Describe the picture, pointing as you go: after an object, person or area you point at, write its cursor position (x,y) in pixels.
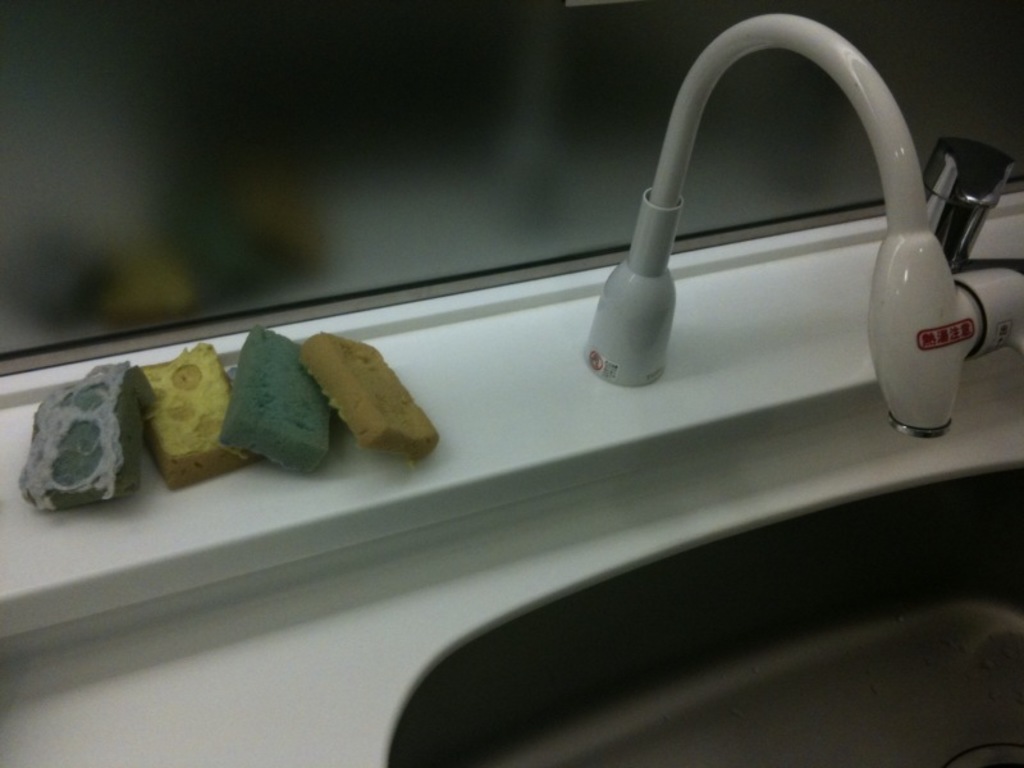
There is a sink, tap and few objects (408,408) in the image.
